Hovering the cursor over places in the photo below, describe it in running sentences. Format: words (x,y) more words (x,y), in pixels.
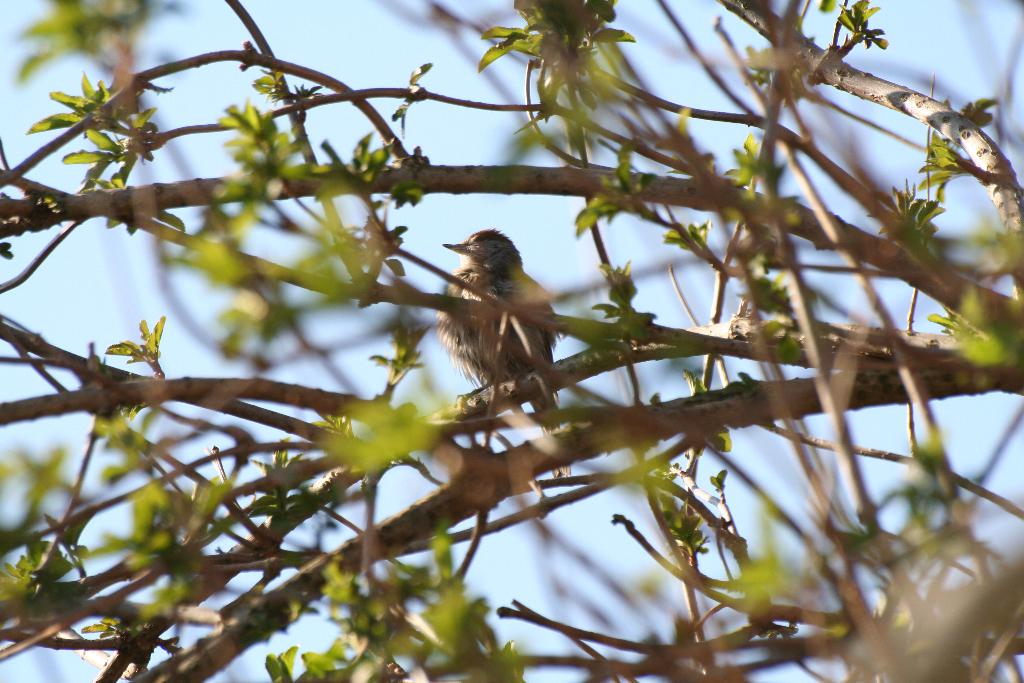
A bird (480,332) is sitting on the green color tree (607,309), this is sky (299,290).
